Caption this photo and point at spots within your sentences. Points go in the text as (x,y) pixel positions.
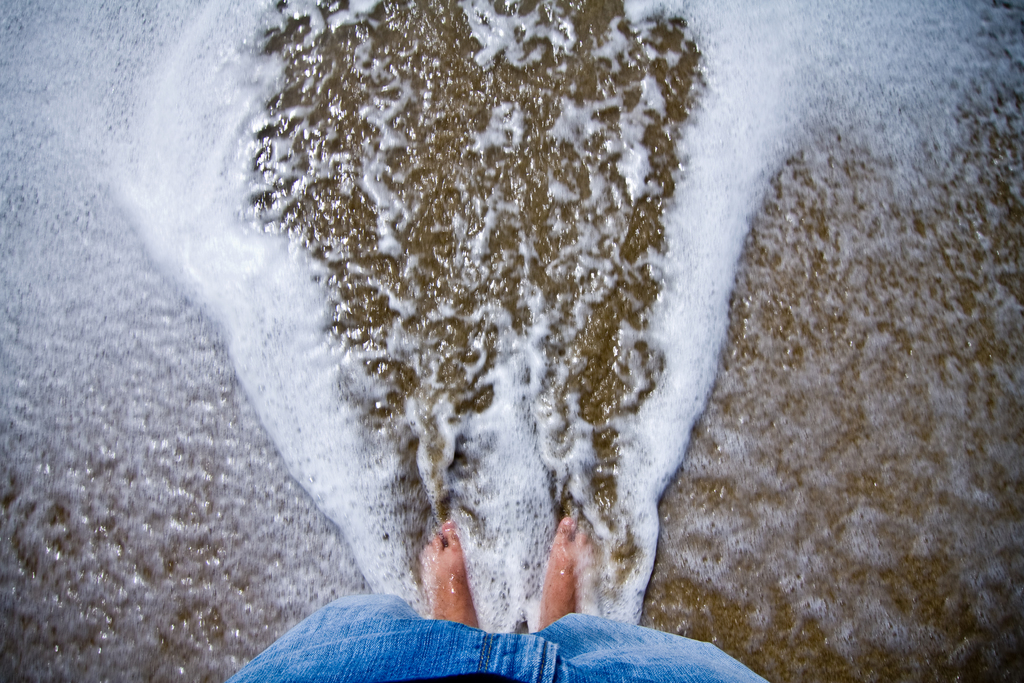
In foreground of the image (479,558) we can see a person (687,645) standing in water (667,626) and wearing a blue color pant (480,668). In the middle of the image (472,429) we can see some water (554,319) and sand (578,322). On top of the image (569,50) we can see water (582,106) and sand (464,80).
